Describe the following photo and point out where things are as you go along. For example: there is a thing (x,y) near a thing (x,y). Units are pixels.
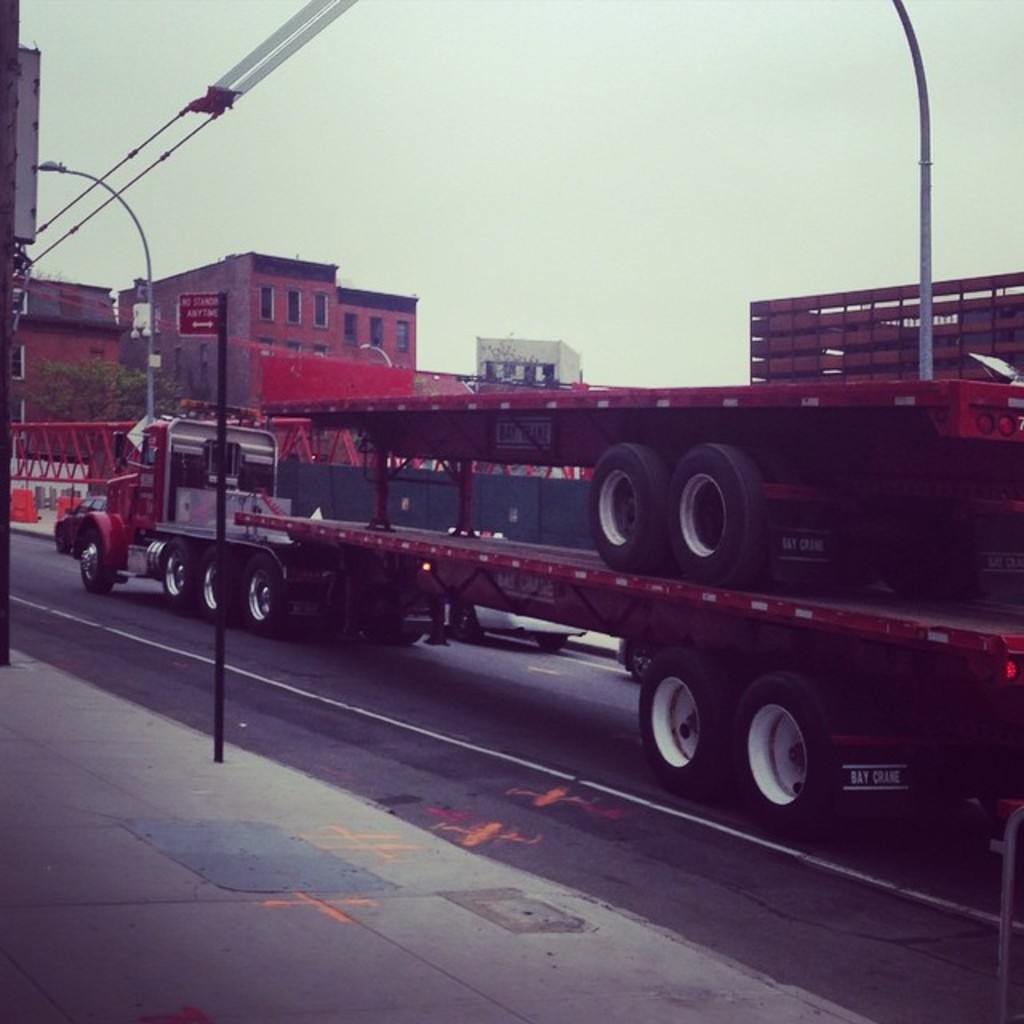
In this picture we can see the poles (127,212) and there is a truck (234,549) on the road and behind the truck (242,478) there are trees (89,379), buildings (284,334) and a sky (453,345).
